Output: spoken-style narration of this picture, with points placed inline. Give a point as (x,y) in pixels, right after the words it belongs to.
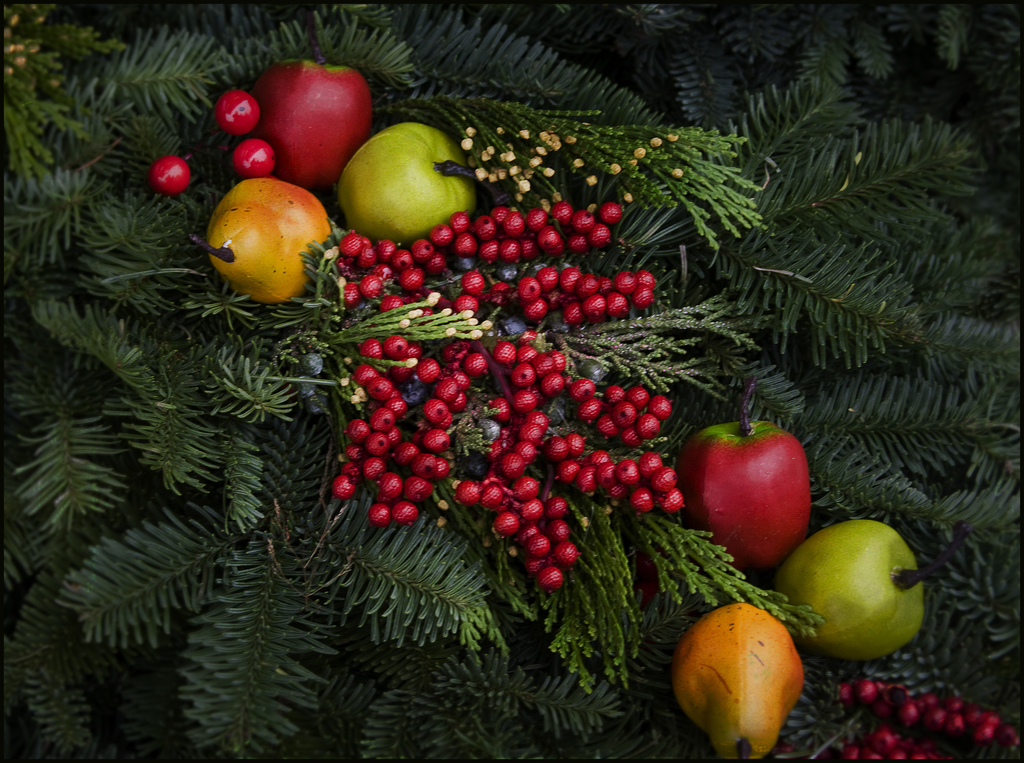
In this picture, we see the fruits (284,222) like cherries (364,253), guava (378,224), apple (298,141) and pears (287,235). In the background (795,238), we see a tree (842,323). It might be a Christmas tree (803,194) which is decorated with the fruits (742,636).
